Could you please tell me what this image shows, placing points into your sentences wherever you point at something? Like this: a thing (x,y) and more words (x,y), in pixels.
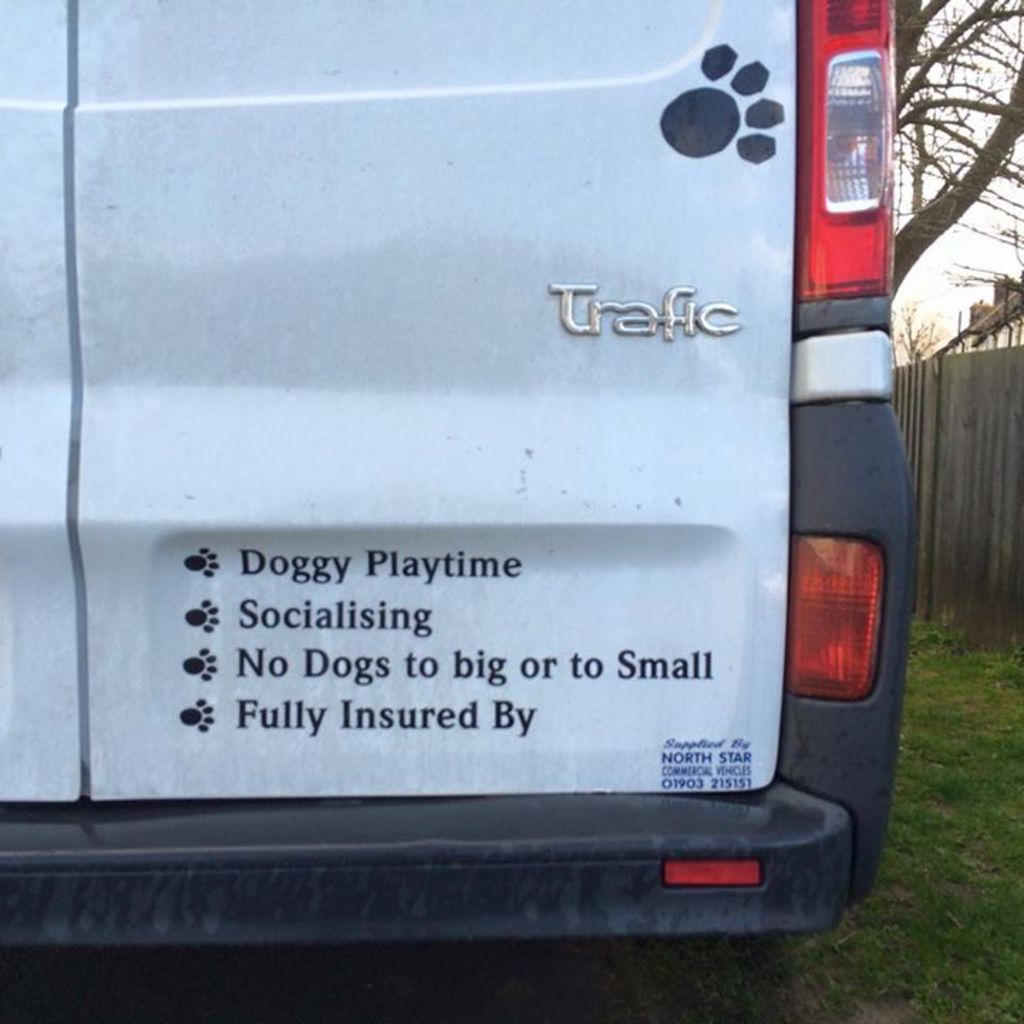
This is the picture of a vehicle (769,604). In this image there is a vehicle (769,604) and there is a text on the vehicle (405,711). On the right side of the image (942,172) there is a building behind the wooden fence (963,476) and there is a tree (904,176). At the top (969,260) there is sky (945,273). At the bottom (938,909) there is grass (972,859).
